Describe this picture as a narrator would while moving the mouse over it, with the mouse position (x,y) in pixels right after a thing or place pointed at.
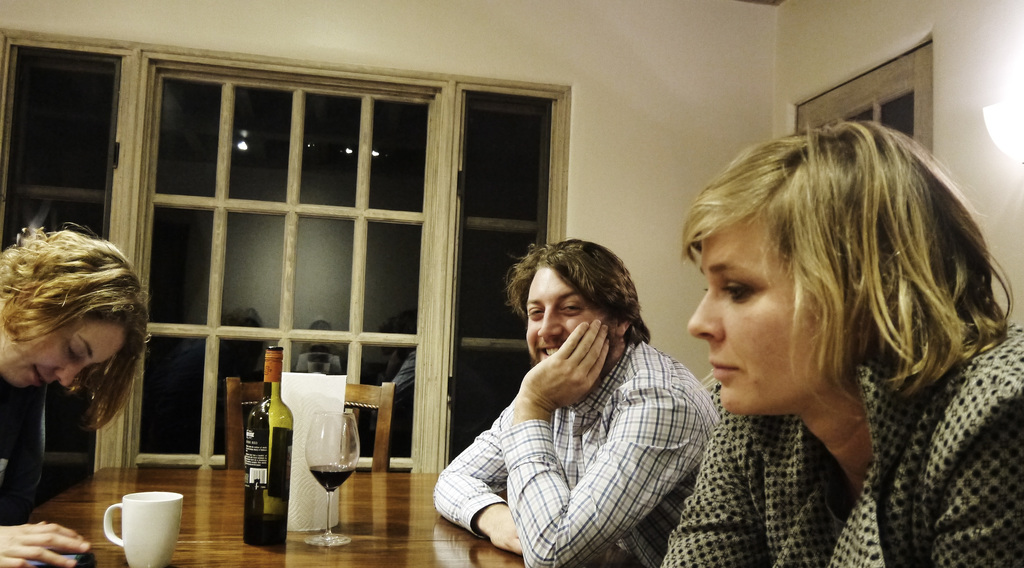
In this image there are people (770,438) sitting on the chairs (246,401). In front of them there is a table (222,549). On top of it there is a glass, cup (152,553) and a few other objects (312,519). In the background of the image (613,149) there is a wall (947,143). There are glass windows (61,99) through we can see the lights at the top of the image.
